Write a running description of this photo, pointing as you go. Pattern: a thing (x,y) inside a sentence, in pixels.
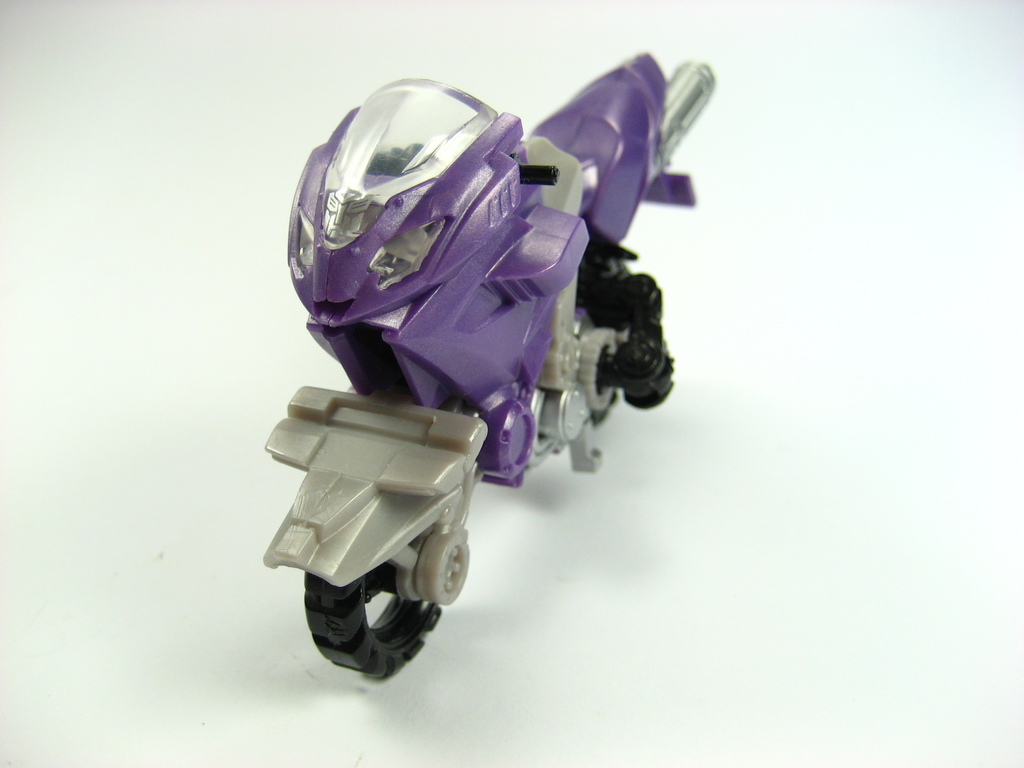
In this image there is a violet colour bike toy (536,343). Background (883,48) is white in colour.
